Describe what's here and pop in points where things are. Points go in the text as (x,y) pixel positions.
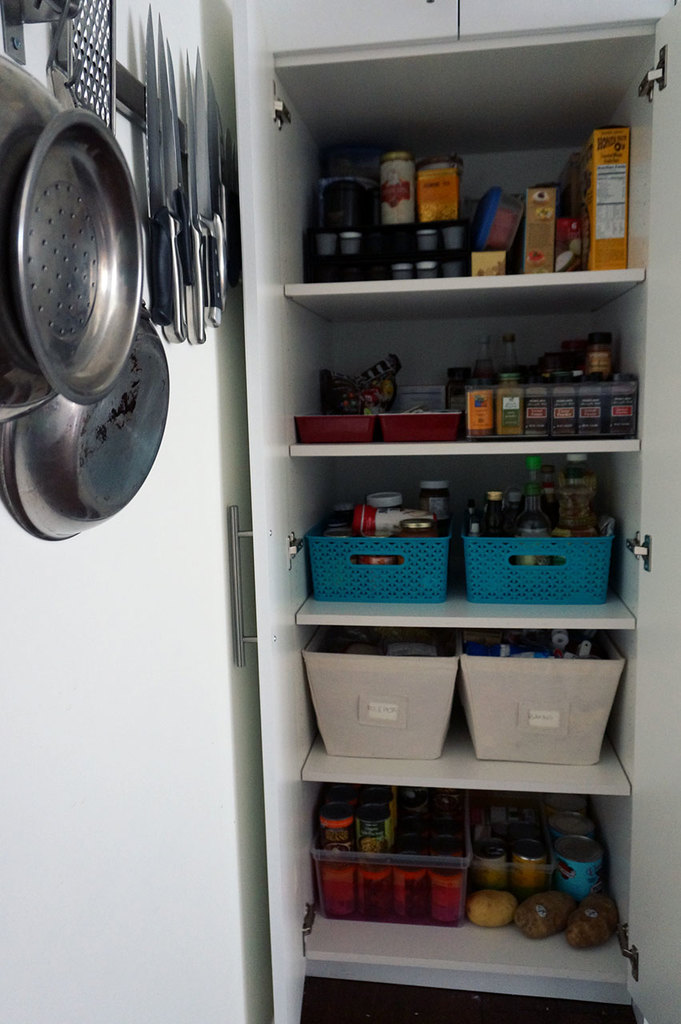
In this image we can see some kitchen utensils (108,367) attached to the wall (66,567) and beside there are few knives (155,67) and some other objects (18,26). We can see the rack (571,445) with some food products (481,425), trays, bottles (537,517) and some other things (482,634).
